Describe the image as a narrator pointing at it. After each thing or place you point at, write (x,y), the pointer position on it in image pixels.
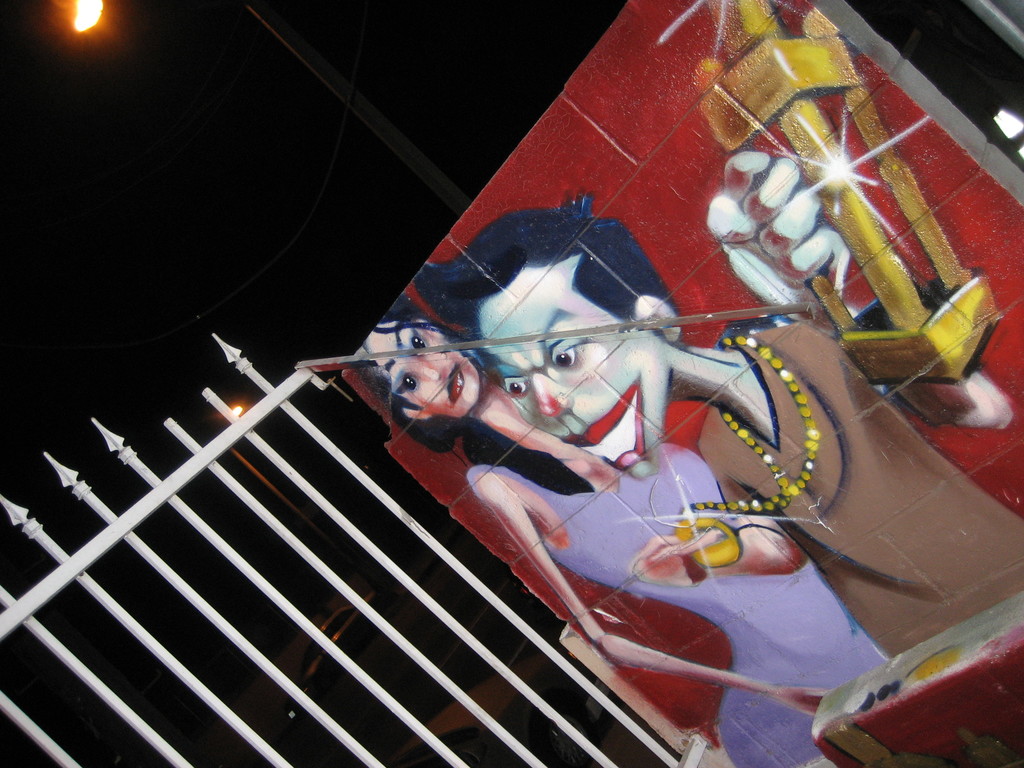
In this picture we can see painting (749,447) on a platform (875,677). Here we can see a fence (378,762) and a pole (444,197). There are cars (424,766) on the road (264,681). There is a dark background (33,309) and we can see a light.
